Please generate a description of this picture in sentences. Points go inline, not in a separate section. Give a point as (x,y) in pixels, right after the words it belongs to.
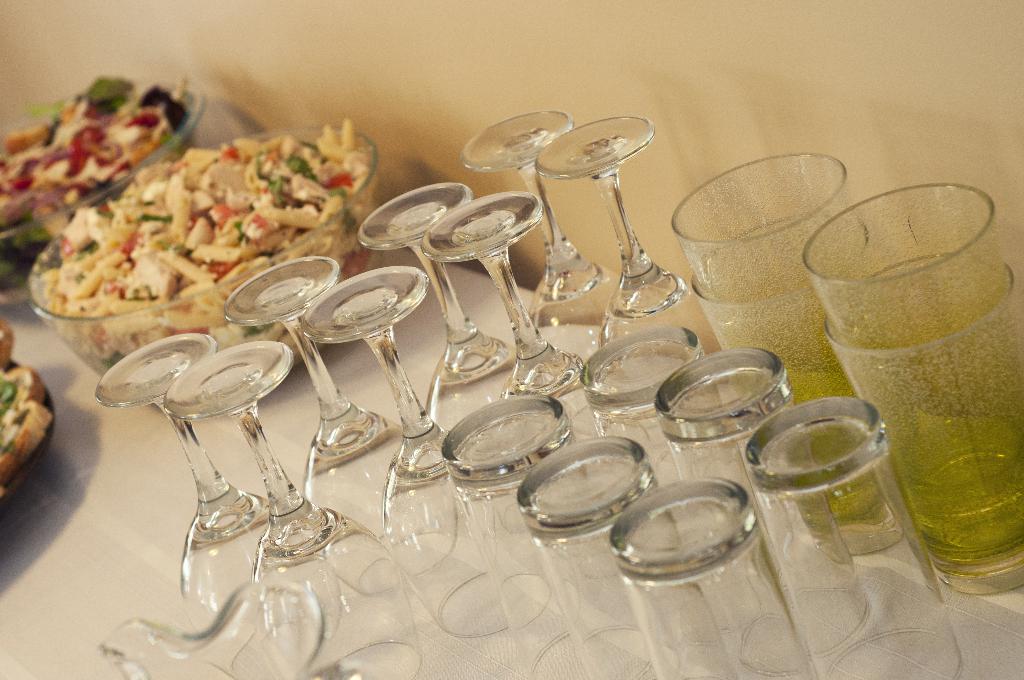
In this image I can see the glasses (636,494). On the left side (197,235), I can see some food item (40,174) in the bowl (66,333). In the background (574,111), I can see the wall (392,66).
